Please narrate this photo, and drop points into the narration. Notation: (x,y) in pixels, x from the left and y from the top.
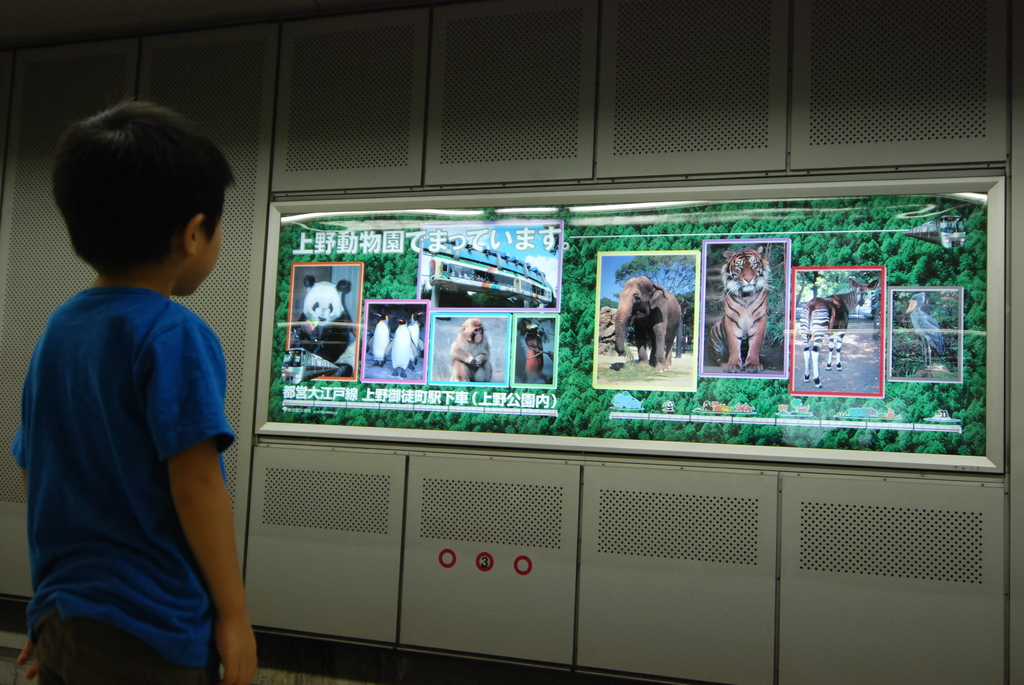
As we can see in the image there are cupboards (586,497), screen (462,289) and on the left side (96,354) there is a boy (115,413) wearing blue color t shirt (137,431). On screen (571,374) there are trees (578,313) and different types of animals (859,304).
